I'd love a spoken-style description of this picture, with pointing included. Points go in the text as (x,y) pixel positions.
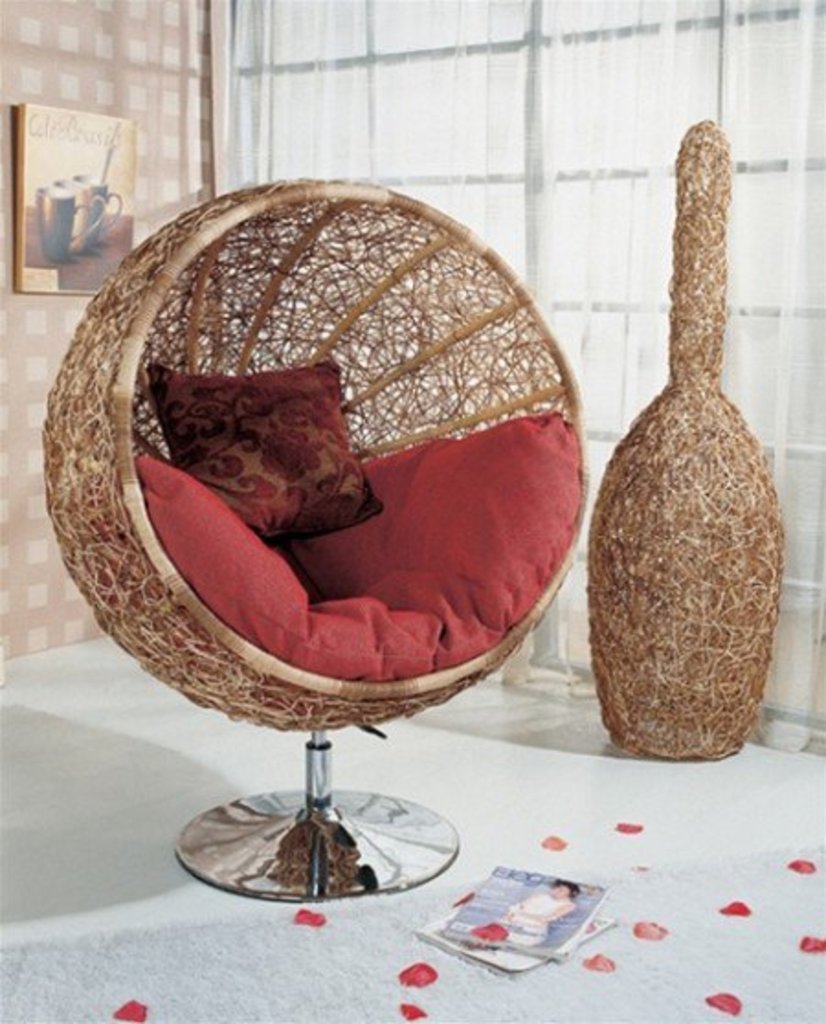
This picture seems to be clicked inside the room (529,637) and we can see the books (537,946) and some other objects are lying on the ground (322,988) and we can see a chair (327,862) placed on the ground (495,988) and we can see an object (715,370) seems to be the home decor (683,570). In the background (205,41) we can see the picture frame (87,175) hanging on the wall (3,65) consists of pictures (77,198) of cups (91,182) and the text (77,128) and we can see the curtain (698,38), pillow (275,440) and some other objects (242,594).
